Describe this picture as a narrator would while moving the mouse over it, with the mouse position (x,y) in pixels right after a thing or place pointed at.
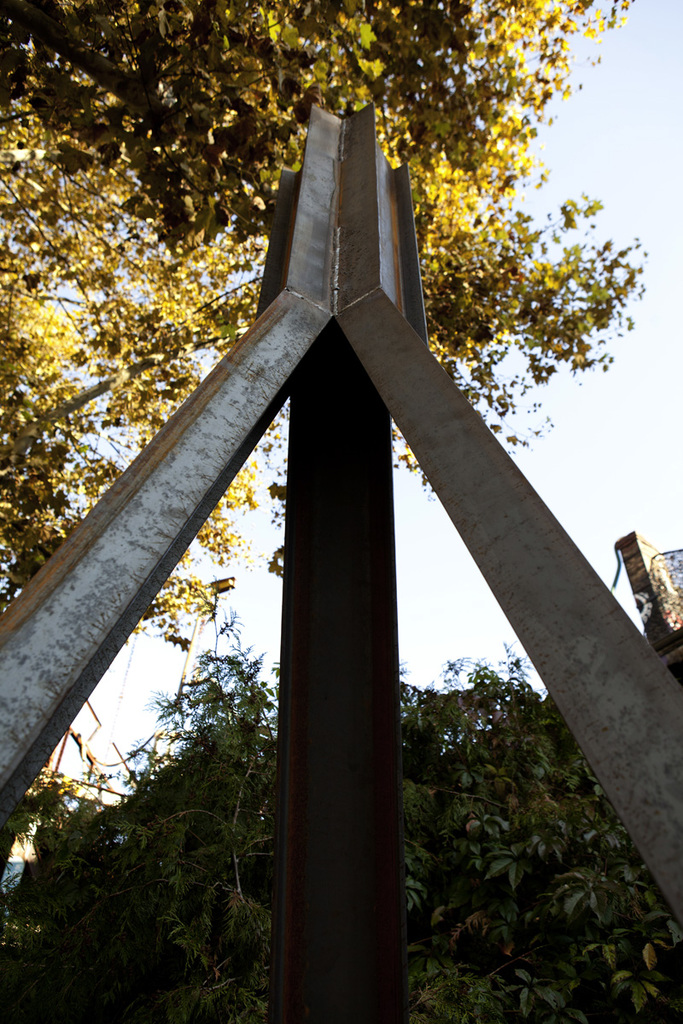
In this image we can see the metal object (337,366), near that we can see trees (477,343), at the top (613,112) we can see the sky (594,150).
